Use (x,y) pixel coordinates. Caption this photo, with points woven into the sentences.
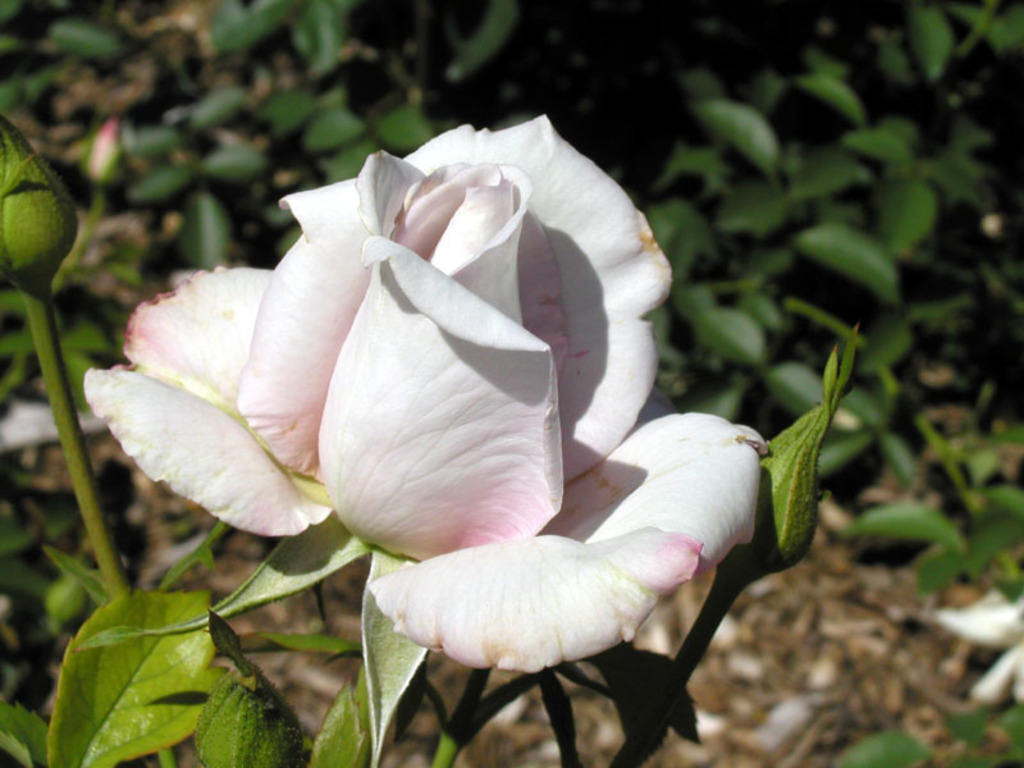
In the center of the image (503,283) we can see a rose flower (503,283) and buds (263,766). In the background of the image (197,520) we can see the plants (937,24) and ground (543,728).
